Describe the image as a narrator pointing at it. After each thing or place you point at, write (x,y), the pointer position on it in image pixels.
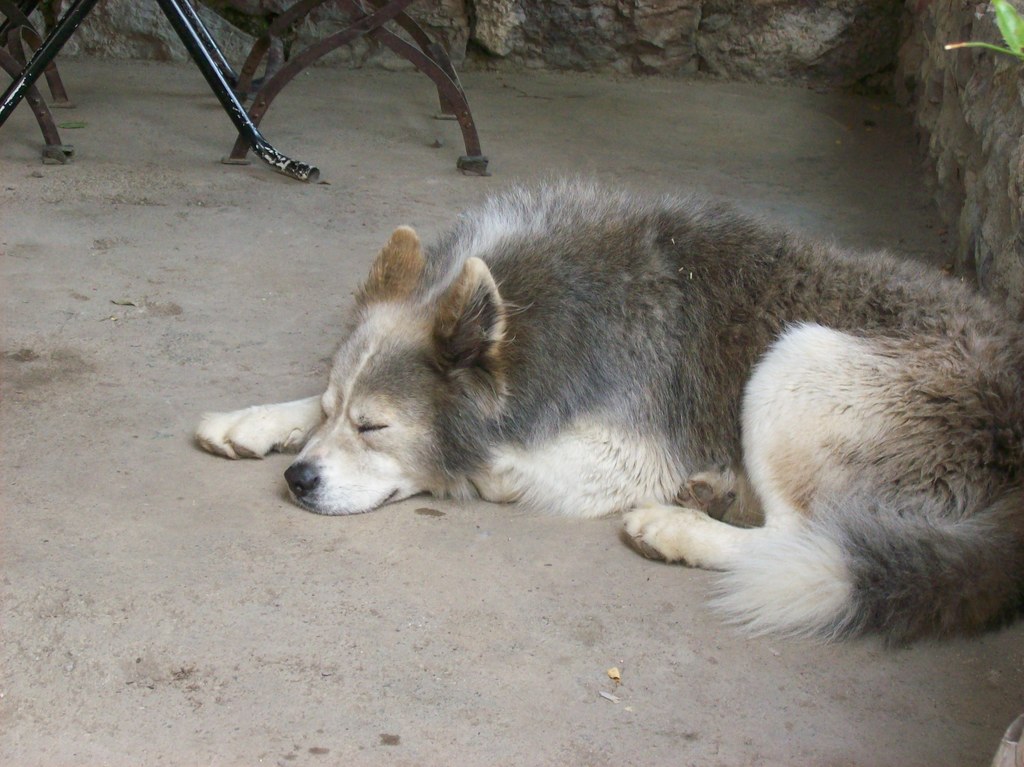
In this image I can see there is a dog (628,454) on the ground (51,189). And there is a wall (547,68) and an iron rod (215,44).
